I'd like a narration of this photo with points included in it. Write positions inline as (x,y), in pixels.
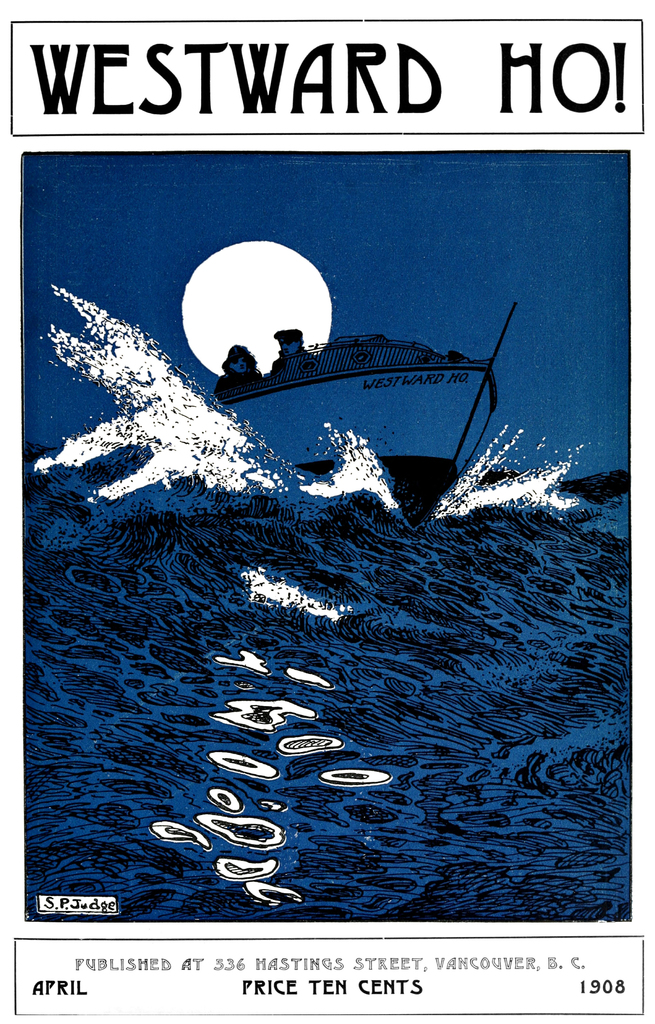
In the image we can see a poster (604,433). In the poster (446,479) there is water (230,509) and boat (238,399).
